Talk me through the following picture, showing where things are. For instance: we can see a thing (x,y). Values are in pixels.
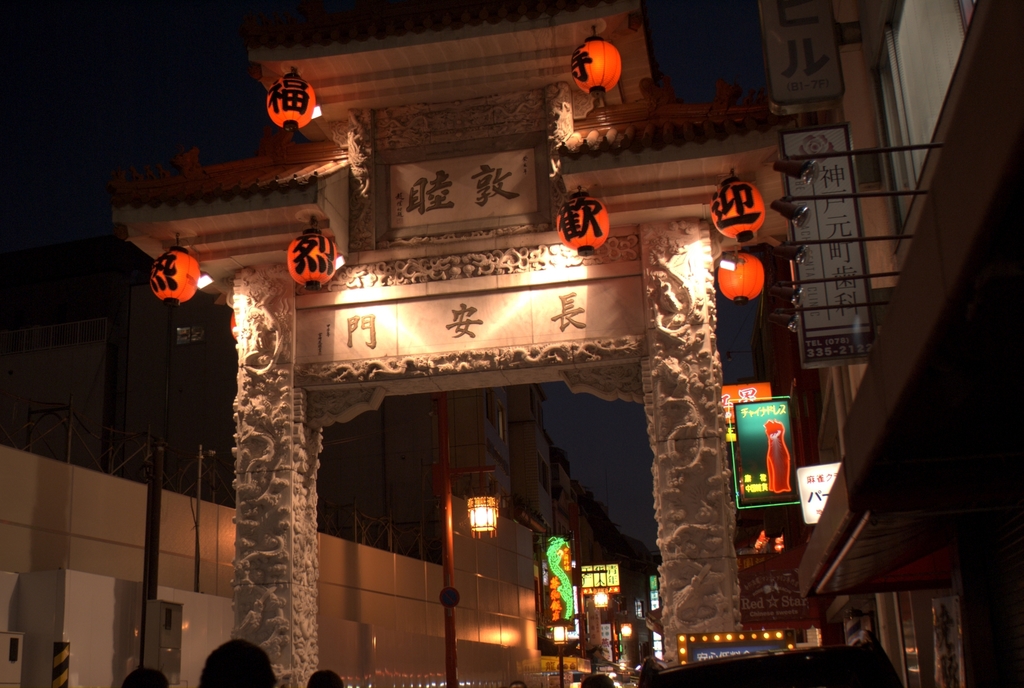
In this picture I can see the arch architecture (467,299). I can see the buildings (362,433) on the right side (860,342) and left side. I can see hoardings (770,460). I can see the lights (581,250).
